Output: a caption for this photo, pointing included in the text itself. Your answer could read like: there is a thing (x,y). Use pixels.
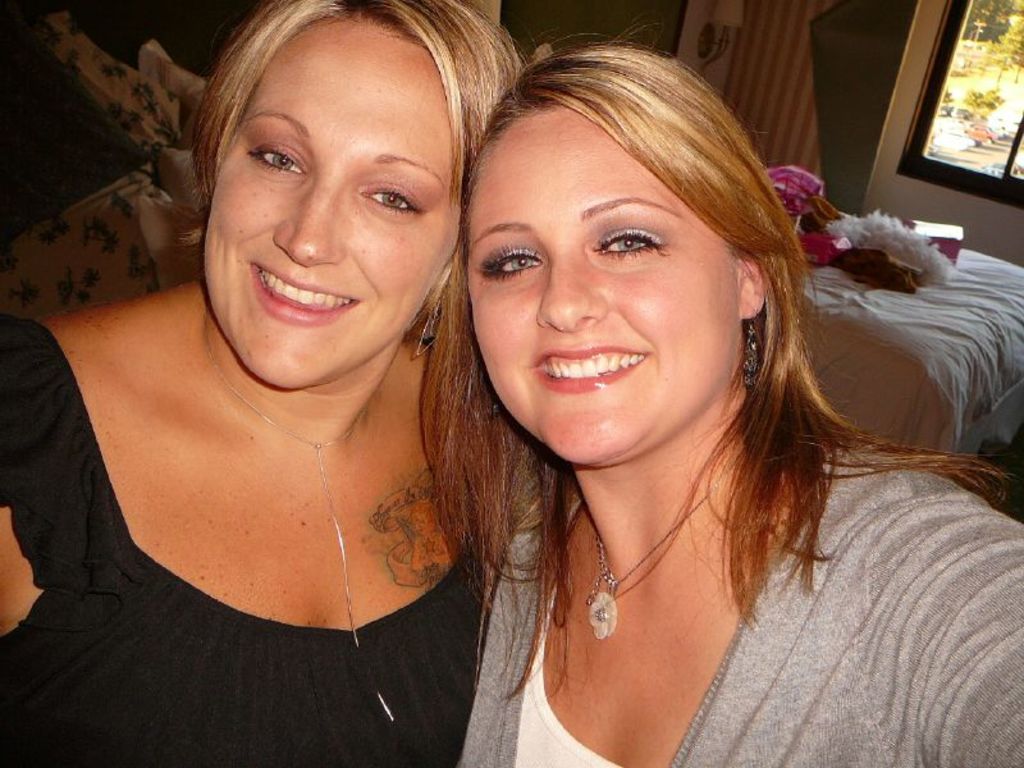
In this image there are two persons (449,283). There is a sofa (153,261). There is a bed (906,311). There is a glass window (930,177). There are trees (1012,55) behind the glass (951,99).
